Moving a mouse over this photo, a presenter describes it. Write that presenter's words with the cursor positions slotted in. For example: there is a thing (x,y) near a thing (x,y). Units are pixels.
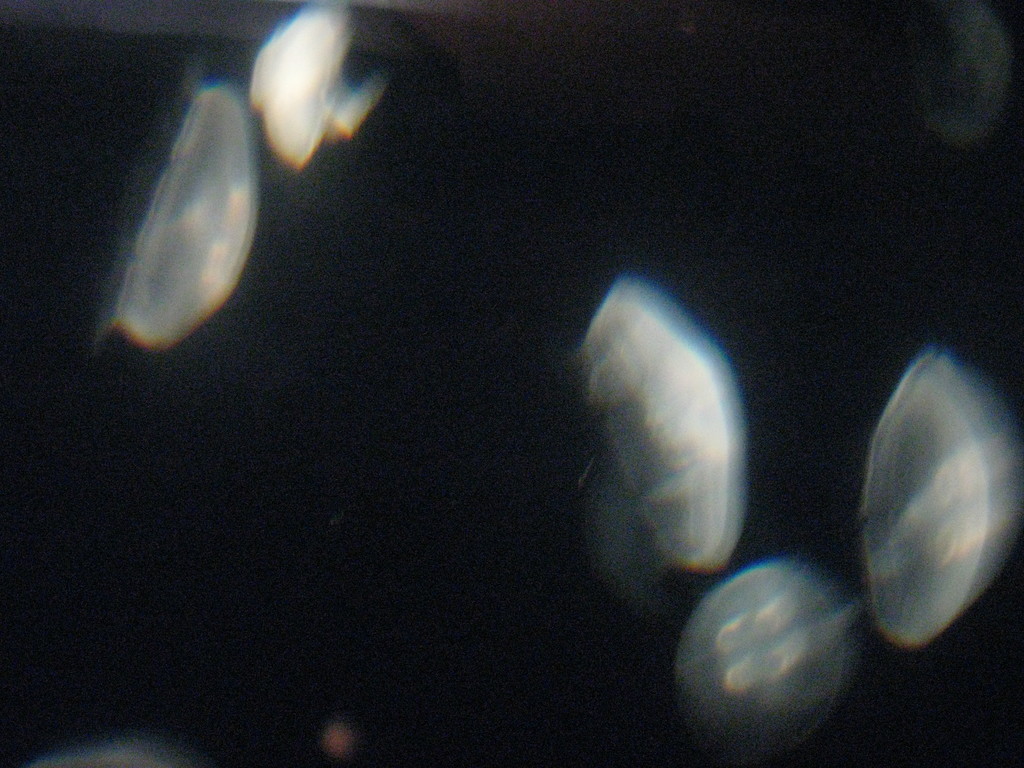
In this picture we can see some objects (708,672) and in the background (535,294) it is dark.
